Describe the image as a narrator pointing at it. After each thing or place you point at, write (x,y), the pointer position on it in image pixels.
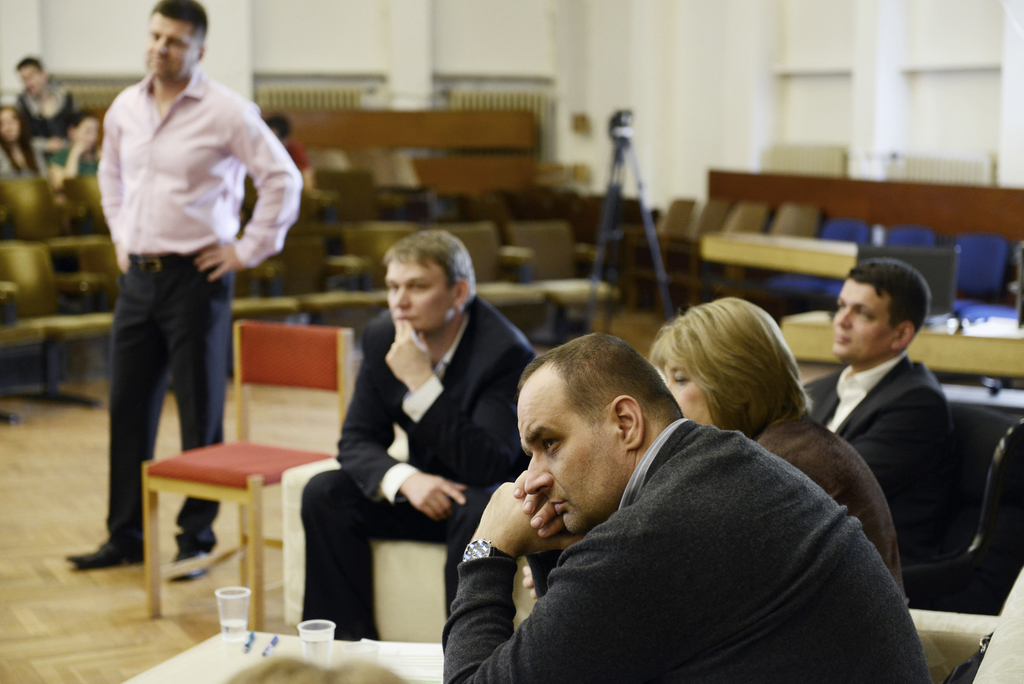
This image is taken indoors. In the background (310,41) there are a few walls (552,67). There are a few benches (480,143) and many empty chairs (383,208). A few people (53,125) are sitting on the chairs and there is a stand (605,213). On the left side of the image (33,407) a man (111,513) is standing on the floor (104,648) and there is an empty chair (228,453). On the right side of the image (853,383) two men (760,465) and a woman (805,422) are sitting on the chairs (963,640). In the middle of the image (464,417) a man (360,463) is sitting on the couch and there is a table (289,640) with two glasses (306,644), 2 pens (264,651) and papers (415,670) on it.
